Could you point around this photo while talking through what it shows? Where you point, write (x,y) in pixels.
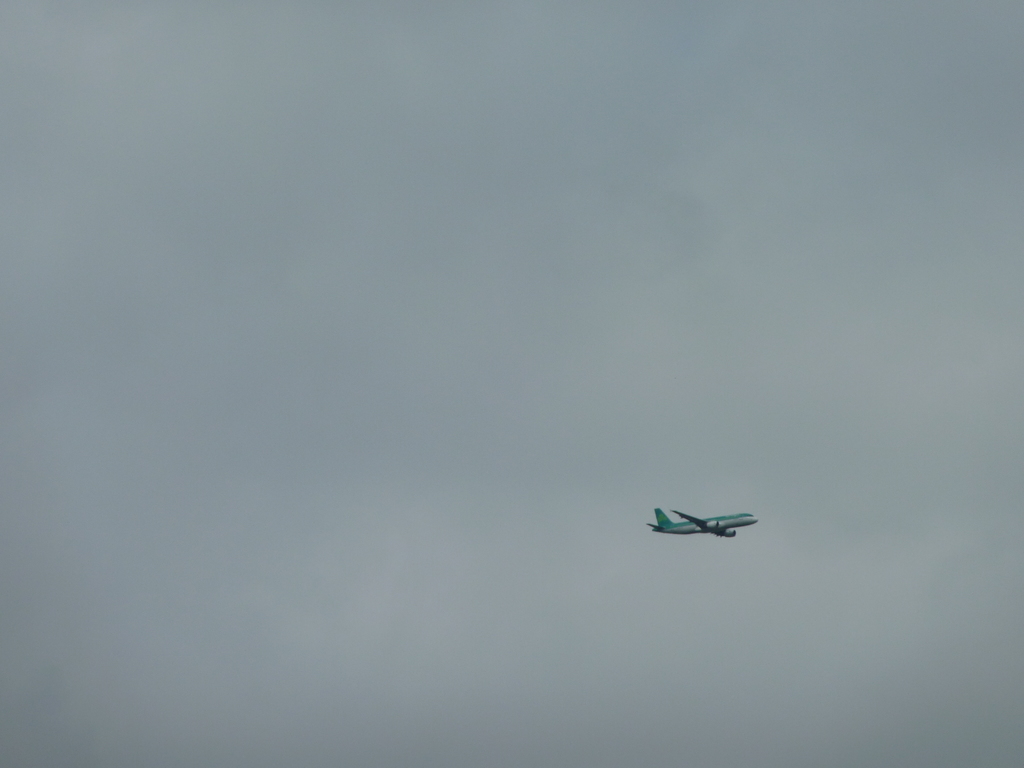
In the middle of the image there is a plane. Behind the plane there are some clouds (200,463) and sky (109,686).
